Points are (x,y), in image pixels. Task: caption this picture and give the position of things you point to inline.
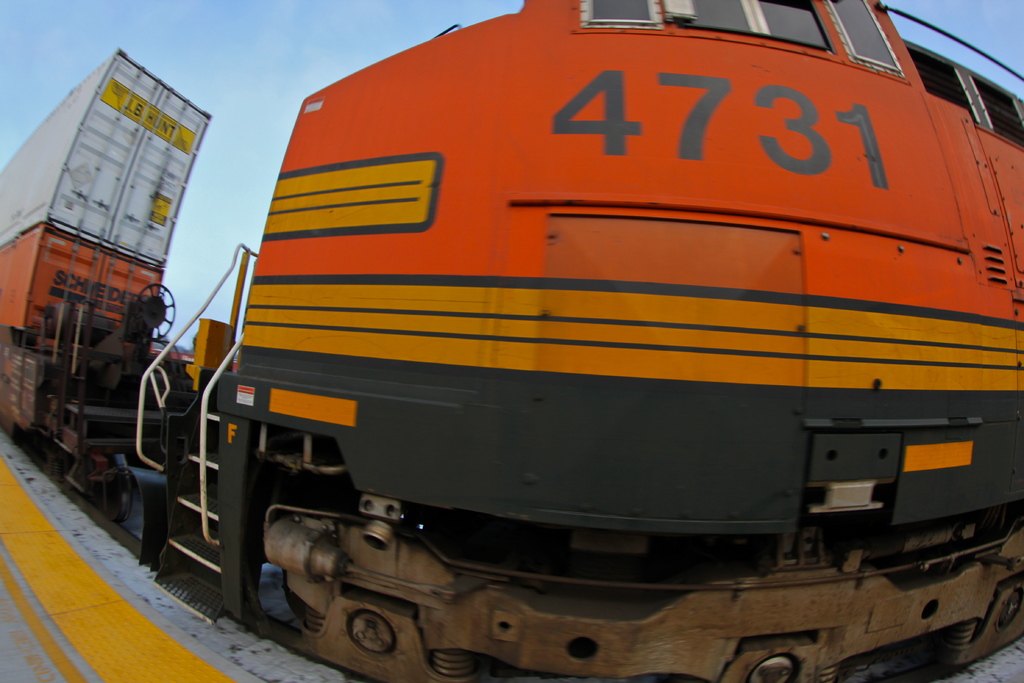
In this image in the front (257,315) there is a train (486,285) with some numbers (635,128) written on it.
